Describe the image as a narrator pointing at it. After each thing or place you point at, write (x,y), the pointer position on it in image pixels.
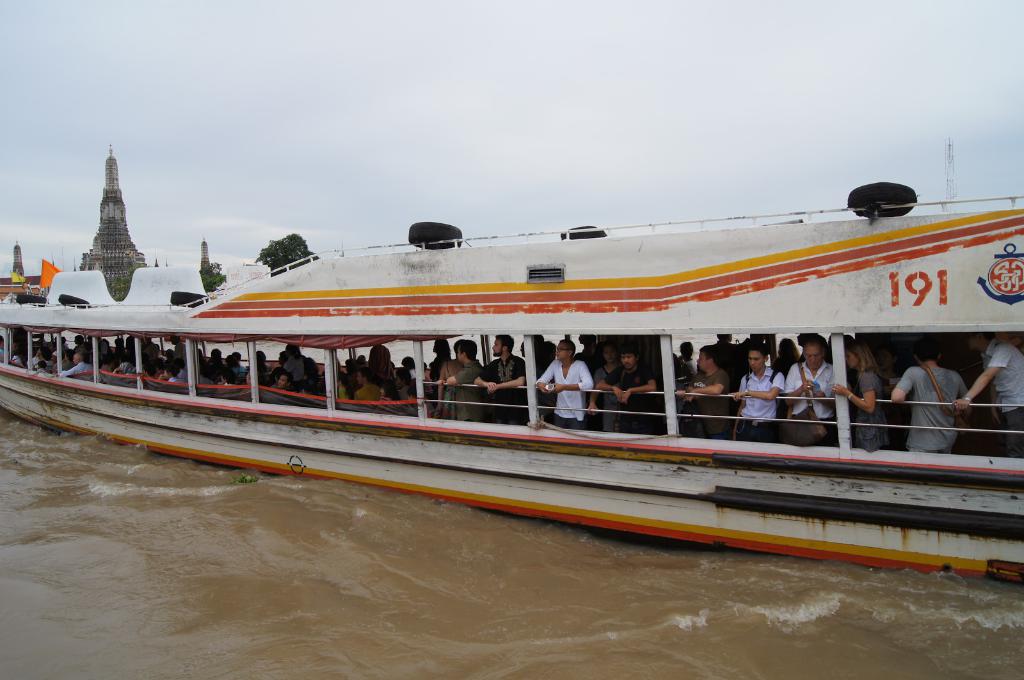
In this image, we can see people (295,359) in the boat (285,343) and in the background (116,274), there are trees (293,252) and we can see a building (105,261) and a flag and there is a tower (108,226) and some tires (435,249) on the boat (430,295). At the top (401,102), there is sky (472,71) and at the bottom (335,576), there is water (445,569).
